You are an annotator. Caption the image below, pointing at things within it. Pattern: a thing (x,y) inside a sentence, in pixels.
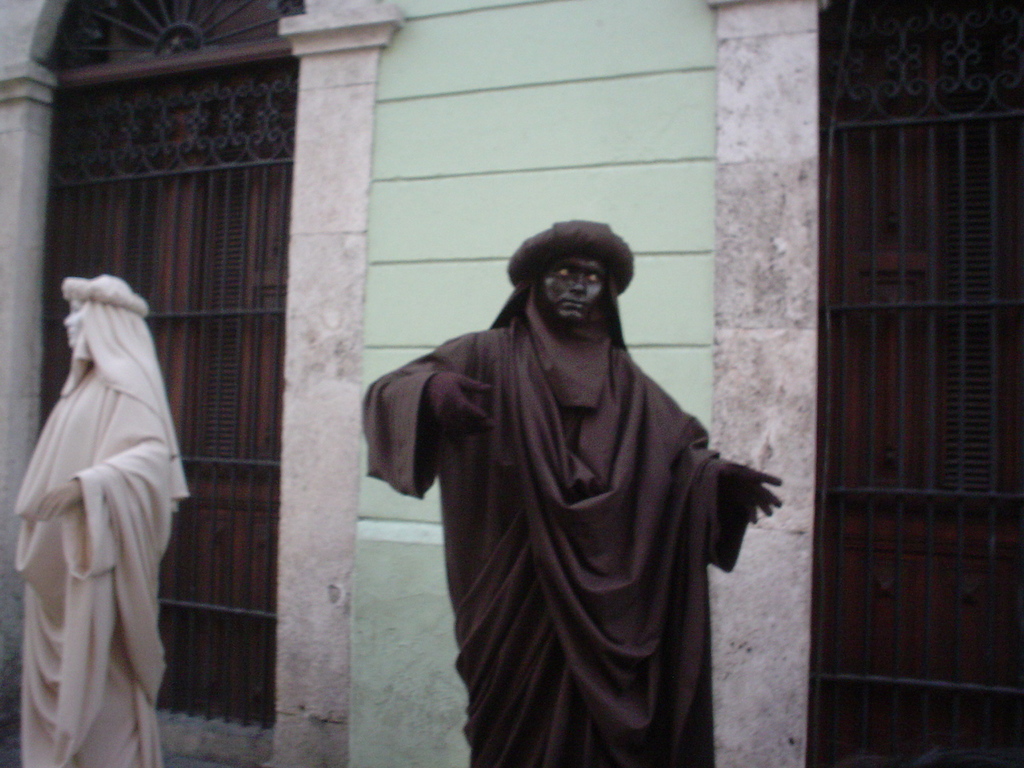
In this picture we can see few statues (498,462), in the background (377,333) we can find a building (427,345) and few metal rods (856,380).
